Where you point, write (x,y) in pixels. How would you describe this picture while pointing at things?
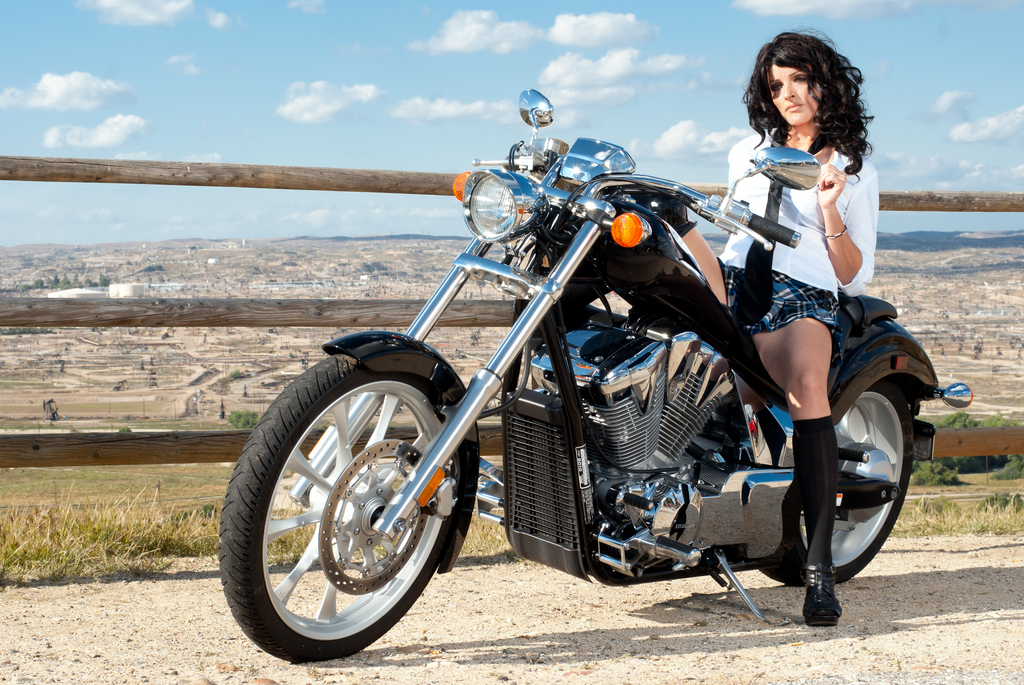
we can see in the picture that a women (716,263) is sitting on a bike (675,305), she is wearing white shirt (812,266) and a skirt (789,282). These are the wheels (304,524), grass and sky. This is wooden fencing (95,319).
